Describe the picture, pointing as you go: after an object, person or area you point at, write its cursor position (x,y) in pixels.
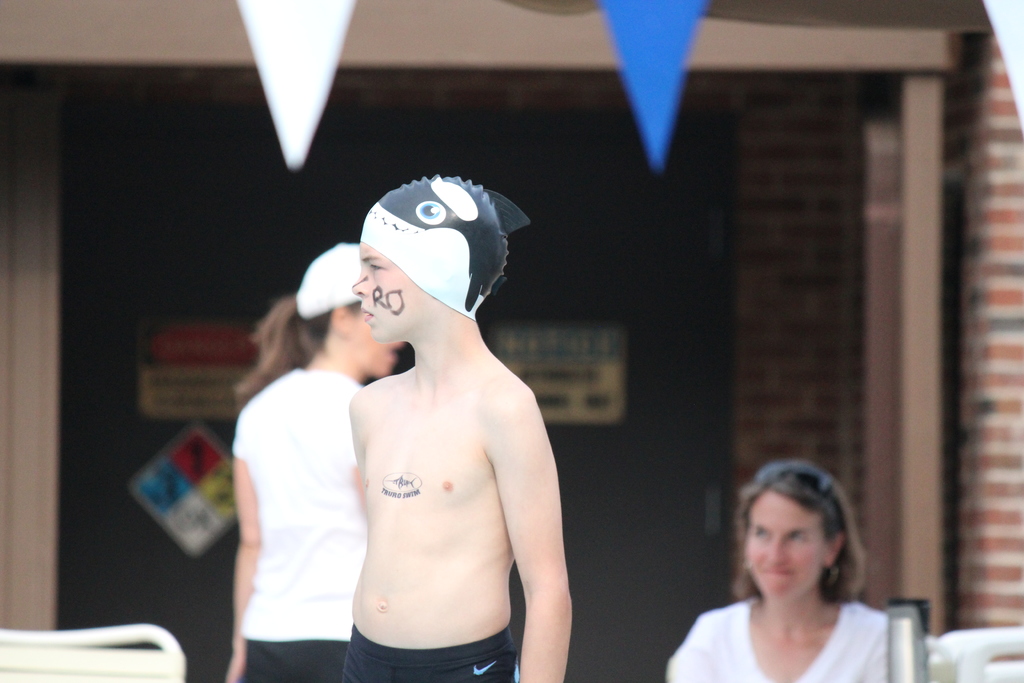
There is a boy (406,527) wearing a cap (440,214). In the back (305,353) there are two people (756,611). Also there is a wall (609,266) with some posters (240,366).
